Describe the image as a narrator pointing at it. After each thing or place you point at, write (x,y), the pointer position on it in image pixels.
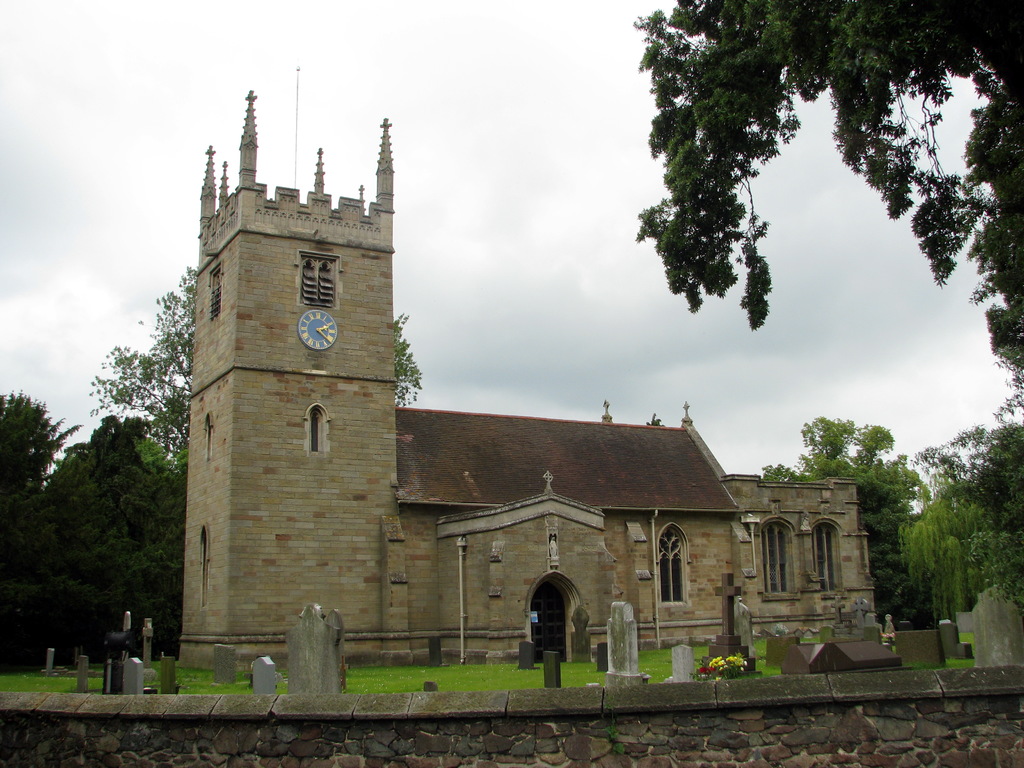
This picture is clicked outside. In the foreground (506,698) we can see the green grass (487,677) and we can see the cemetery (653,669), flowers (736,657) and trees (1002,464) and some other objects (720,682). In the center (342,454) we can see the building (326,413) and a clock (332,330) hanging on the wall (373,299) of the building (368,377). In the background (190,188) we can see the sky (376,171) which is full of clouds (483,312) and we can see the trees (120,510).
